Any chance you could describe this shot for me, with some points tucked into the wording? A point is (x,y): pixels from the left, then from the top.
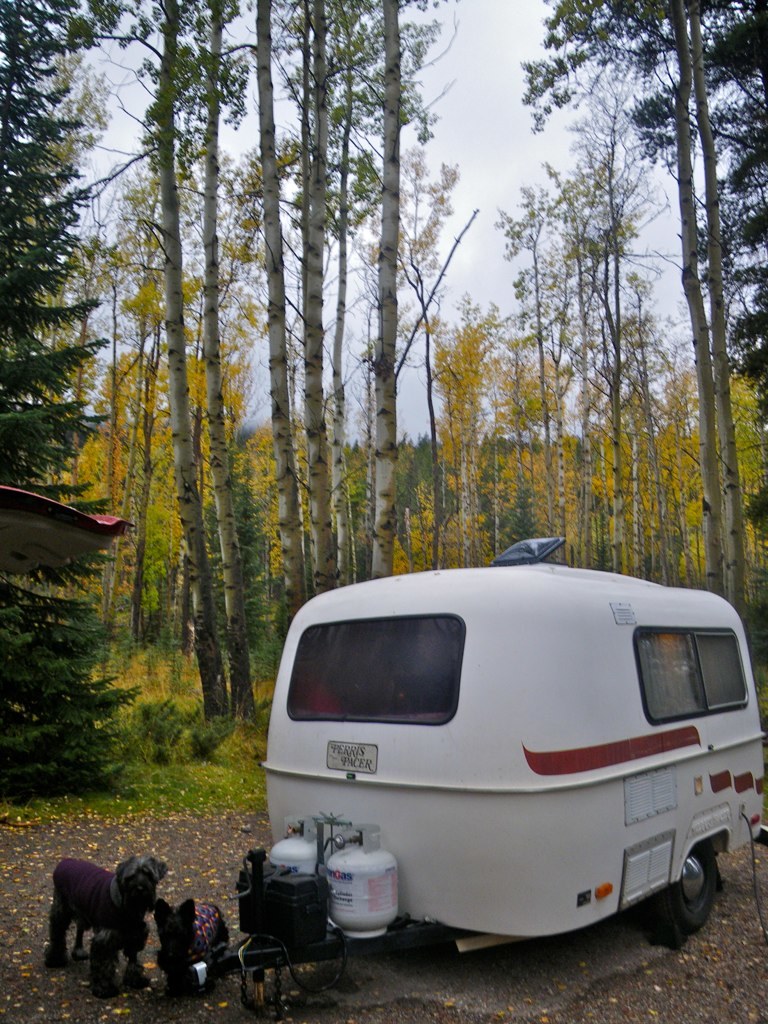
In the center of the image (373,631) there is a vehicle (262,898) and two dogs (134,923). In the background (149,680) there are trees (241,555), plants (151,691) and sky (432,285).
